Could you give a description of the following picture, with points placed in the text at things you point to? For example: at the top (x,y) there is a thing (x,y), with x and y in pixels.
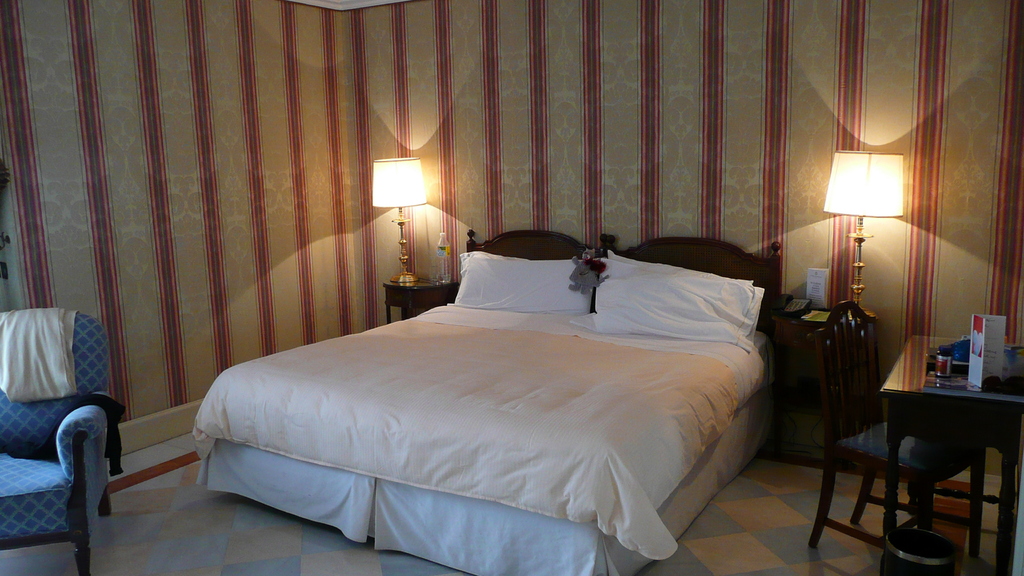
This image is clicked inside the room (403,236). In this image there is a bed (470,395) in the middle (524,372). There are two lamps (413,202) on either side of the bed (592,335). On the bed (587,296) there are pillows (610,322) and blankets (538,427). On the right side (953,392) there is a table (995,411) on which there are boxes (980,342). Beside the table (906,375) there is a chair (841,400). On the left side (46,414) there is another chair (57,422) on which there are clothes (26,366). Beside the lamp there is a telephone (783,309). In the background (639,119) there is a wall (639,119).
